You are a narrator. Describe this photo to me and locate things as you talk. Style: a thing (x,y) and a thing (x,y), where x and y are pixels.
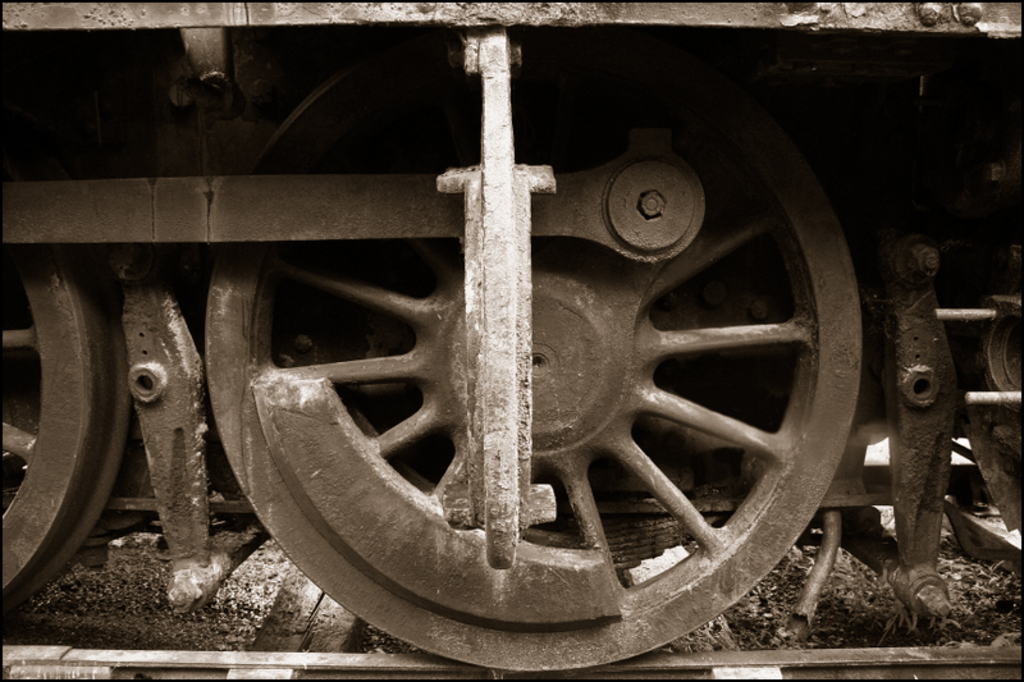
In this picture we can see train wheels (426,358), at the bottom (987,665) we can see a railway track (874,665).
